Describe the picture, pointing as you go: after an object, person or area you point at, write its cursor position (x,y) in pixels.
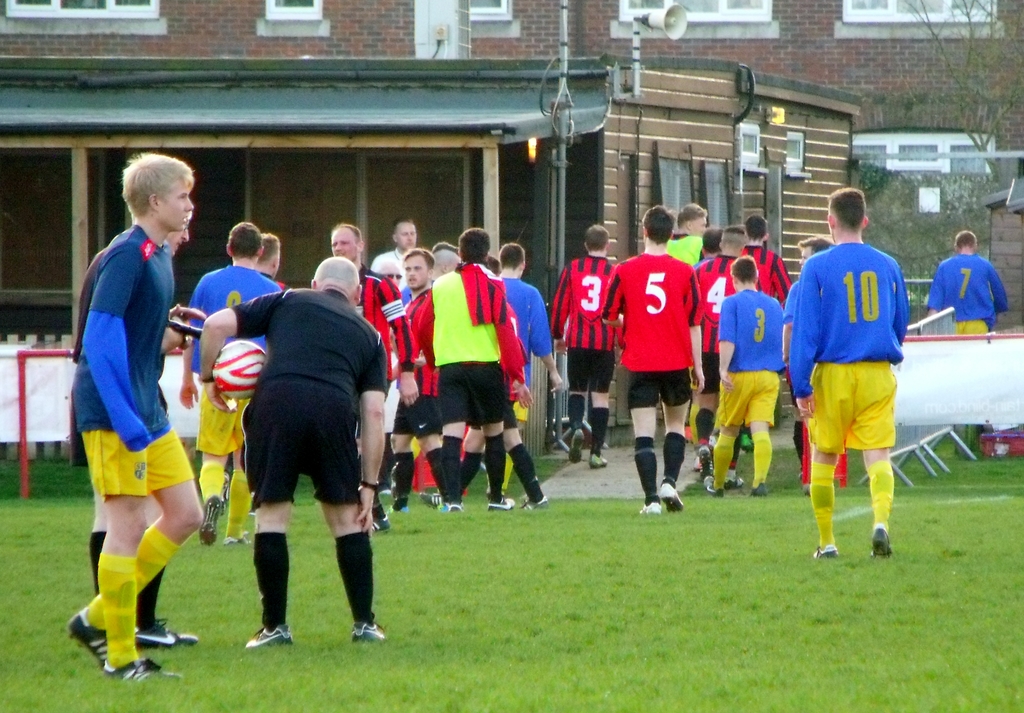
In this image there are group of people (439,296). The person (316,323) with black dress (293,410) is standing and holding the ball (256,386). At the bottom (522,591) there is a grass (447,572), at the back (851,57) there is a building (702,37), at the right (976,82) there is a tree (974,59).
